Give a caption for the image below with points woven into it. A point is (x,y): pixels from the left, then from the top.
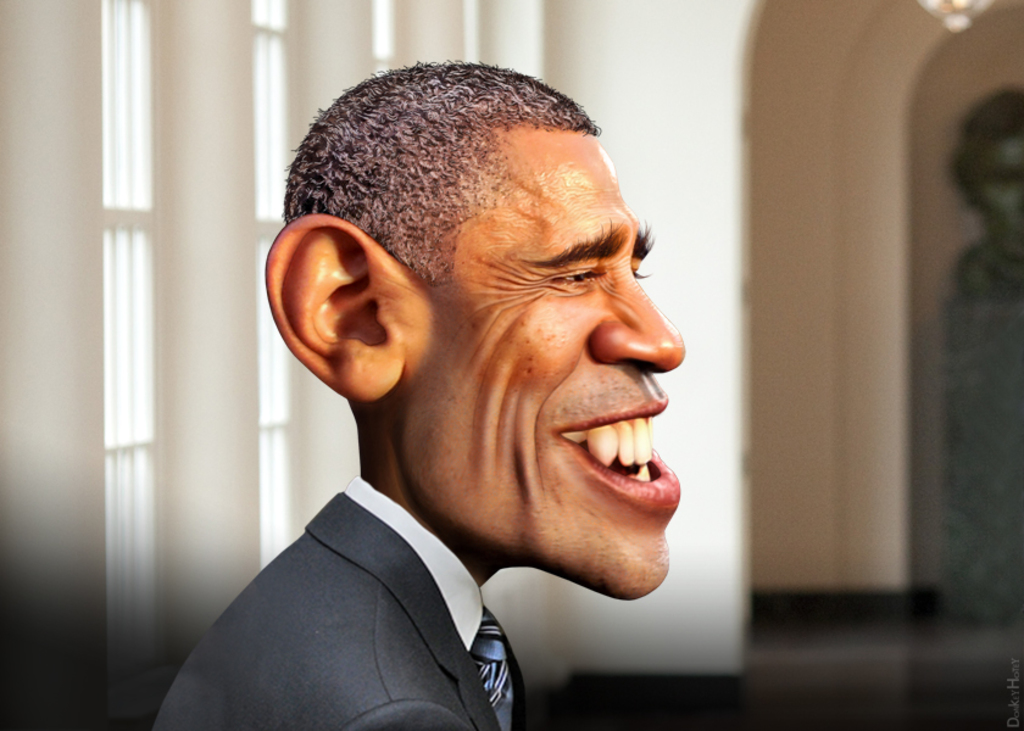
In this picture I can see the animated image. In the center (469,258) I can see the Obama's picture (374,508). In the back (707,218) I can see the window (264,467) and walls (813,338). In the top right corner (951,11) there is a chandelier (938,13).
